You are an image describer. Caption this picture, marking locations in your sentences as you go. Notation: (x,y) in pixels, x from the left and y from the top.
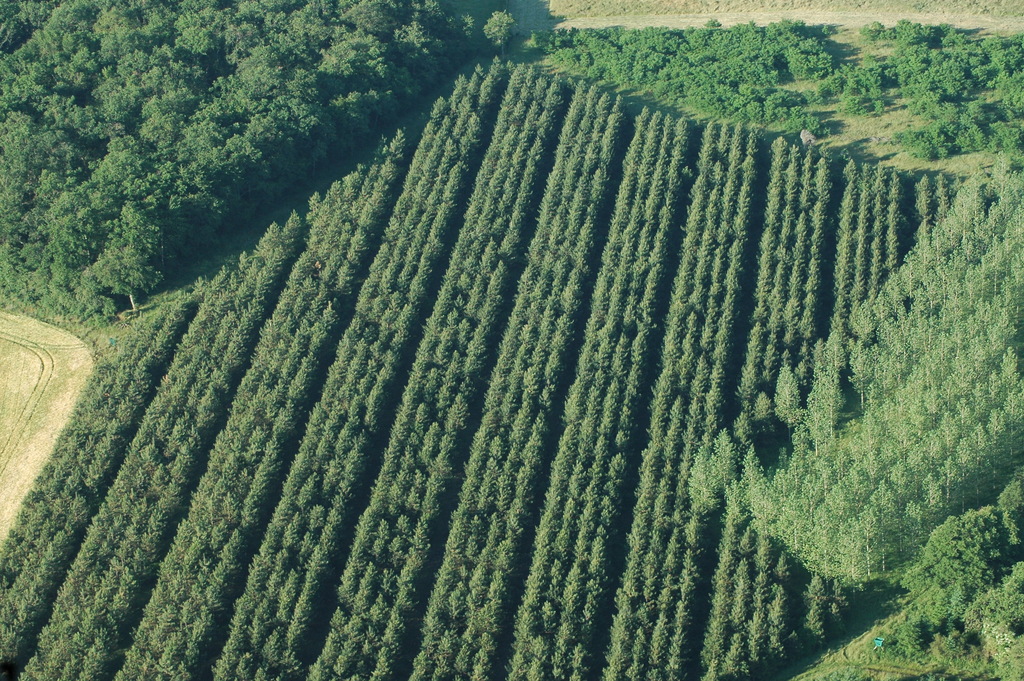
In this image the land (519,229) is covered with trees (876,360).
